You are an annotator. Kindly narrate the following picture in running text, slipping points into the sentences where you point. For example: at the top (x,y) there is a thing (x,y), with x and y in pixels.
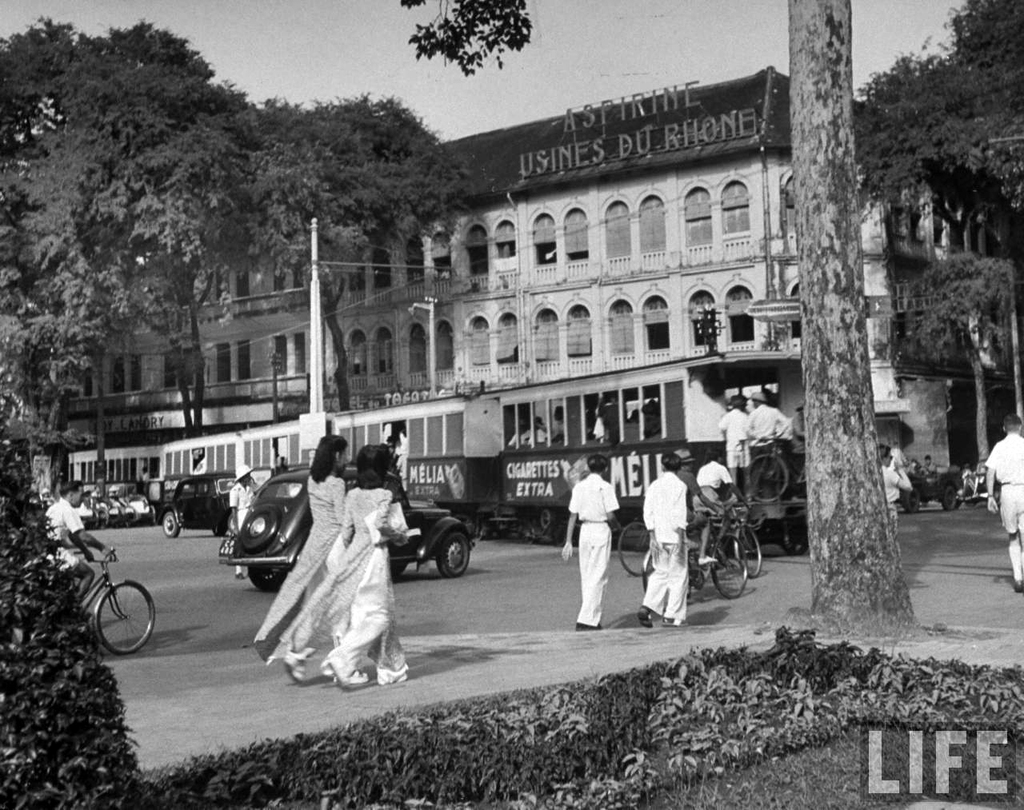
On the bottom right (908,745), there is a watermark (886,765). On the right side (886,765), there are a tree (845,373), plants (801,634) and grass (727,767) on the ground (700,790). In the background (85,467), there are persons (58,526) and vehicles (771,537) on the road (771,587), there is a building (651,228) having windows (474,264) and a hoarding (529,160), there are trees (100,174) and there is sky (99,20).
